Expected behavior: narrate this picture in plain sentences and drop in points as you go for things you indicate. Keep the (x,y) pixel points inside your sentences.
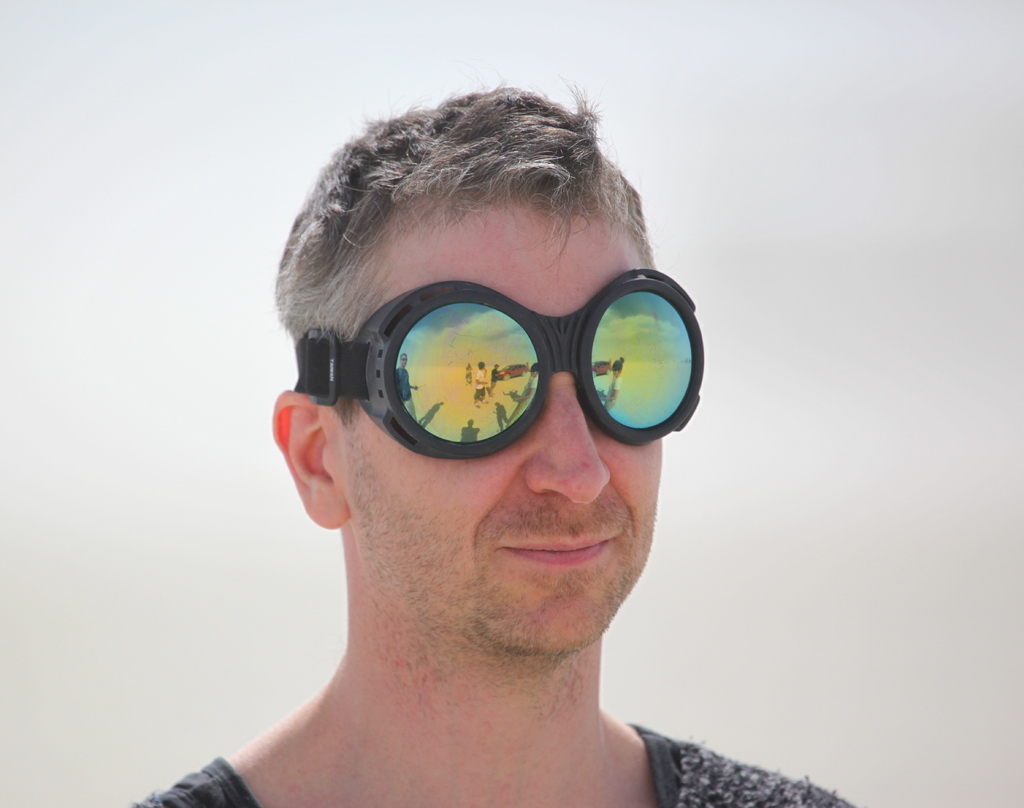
In this picture we can see a person (445,259) wearing goggles (621,299). In the background (125,71) it is not clear.
